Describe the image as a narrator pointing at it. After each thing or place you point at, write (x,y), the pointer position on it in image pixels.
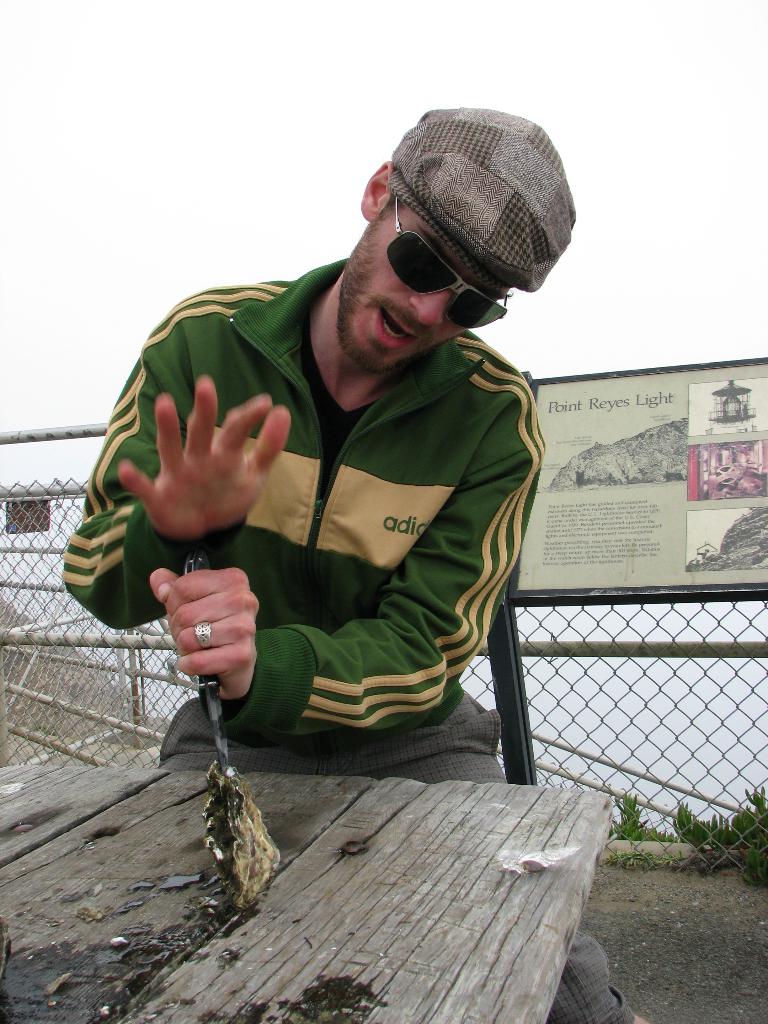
In this image there is a person (293,576) holding some object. In front of him there is a wooden table (456,790). Behind him there is a photo frame (737,411). There is a metal fence (18,575). There are plants (731,833). At the top of the image (148,70) there is sky (323,15).
